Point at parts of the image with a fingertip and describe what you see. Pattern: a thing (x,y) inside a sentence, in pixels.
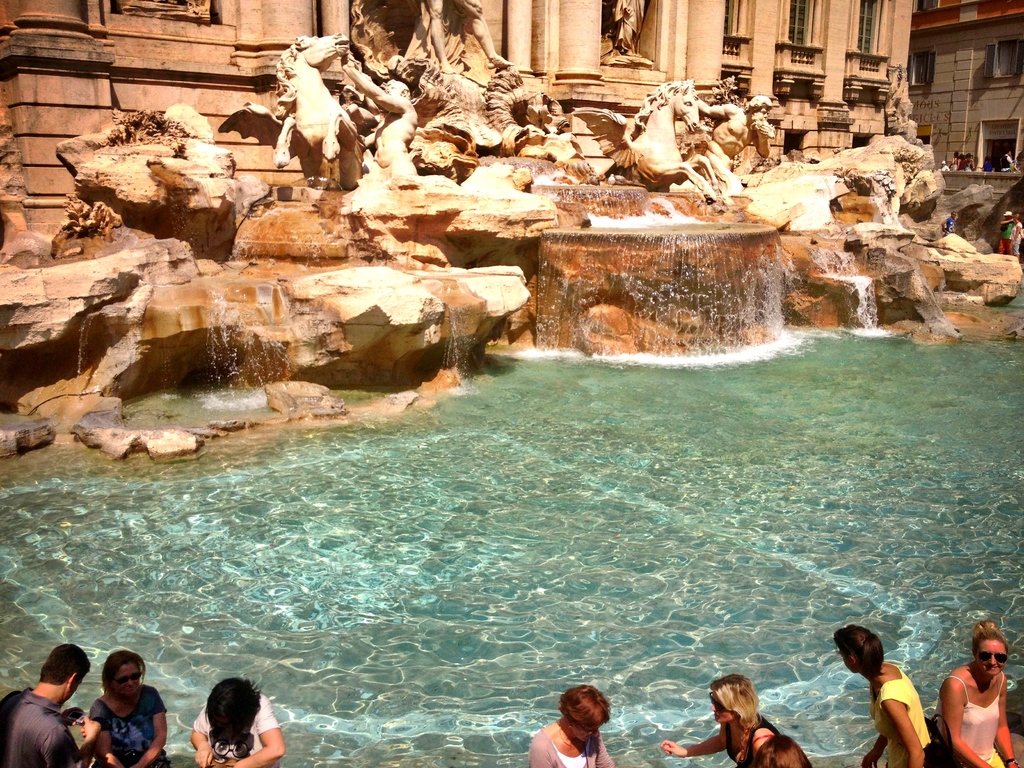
In this image there is water (660,485) in the middle (660,485). At the bottom (956,686) there are few people (594,718). In the background (678,15) there is a building (692,29). In front of the building (539,56) there are sculptures (662,148) and statues (681,105) which are carved on the stones (457,252). On the right side (962,115) top there is another building (968,120). In front of the building (986,117) there are few people (964,163).
